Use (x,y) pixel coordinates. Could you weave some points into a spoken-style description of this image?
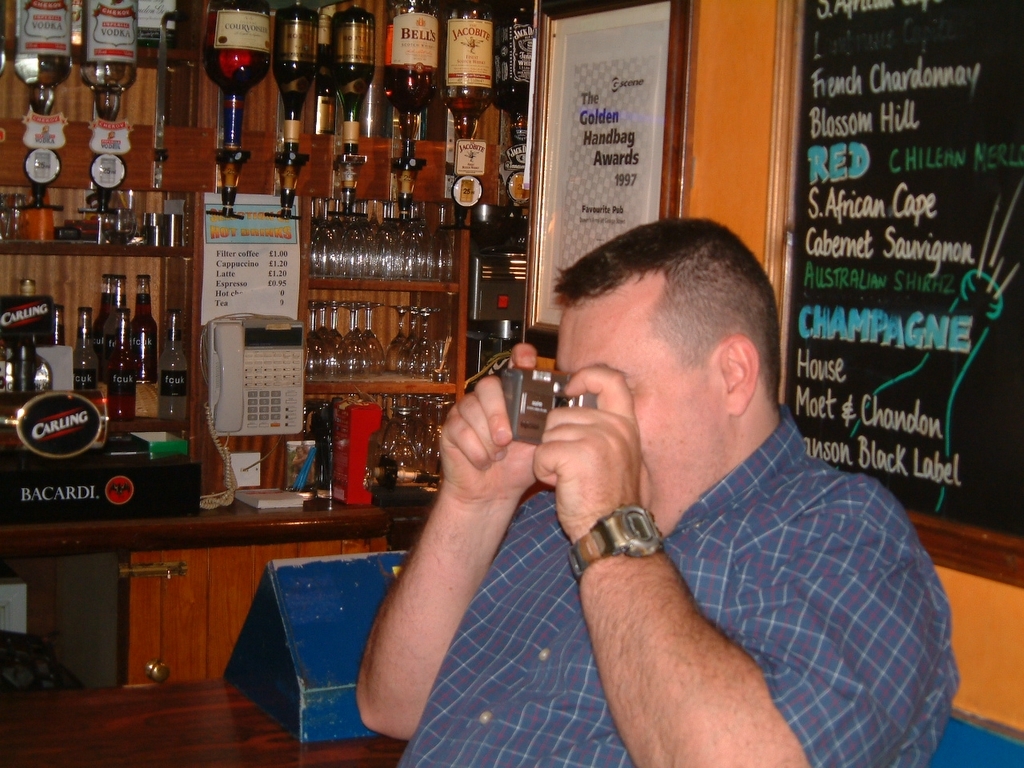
This picture describes about a man (678,501) he is holding a camera (539,392), in the background (287,380) we can see a notice board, couple of bottles (493,83), glasses (332,251) and telephone (254,387).
